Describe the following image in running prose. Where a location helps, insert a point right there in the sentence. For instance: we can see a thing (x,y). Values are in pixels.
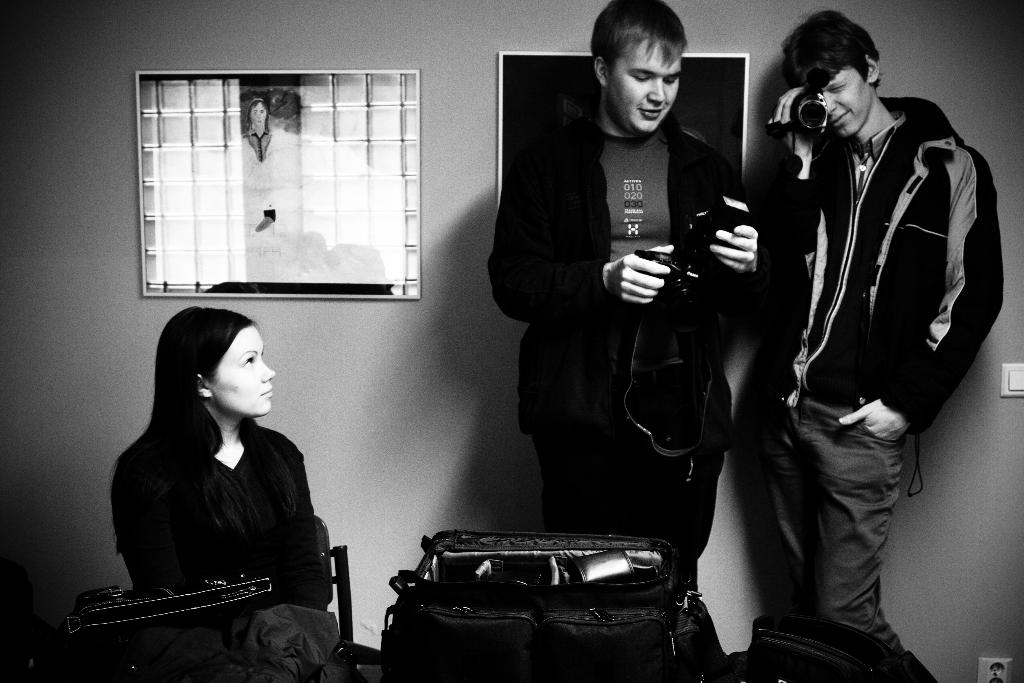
In this image, we can see 3 human beings (147,448). Two are standing. They are holding a camera (698,265) on his hands (782,125). At the left side (210,572), woman (287,548) is sat on the chair (345,589). At the bottom of the image (630,626), we can see bags (464,626). At the background (441,453), there is a wall (426,339), photo frames (396,192).
